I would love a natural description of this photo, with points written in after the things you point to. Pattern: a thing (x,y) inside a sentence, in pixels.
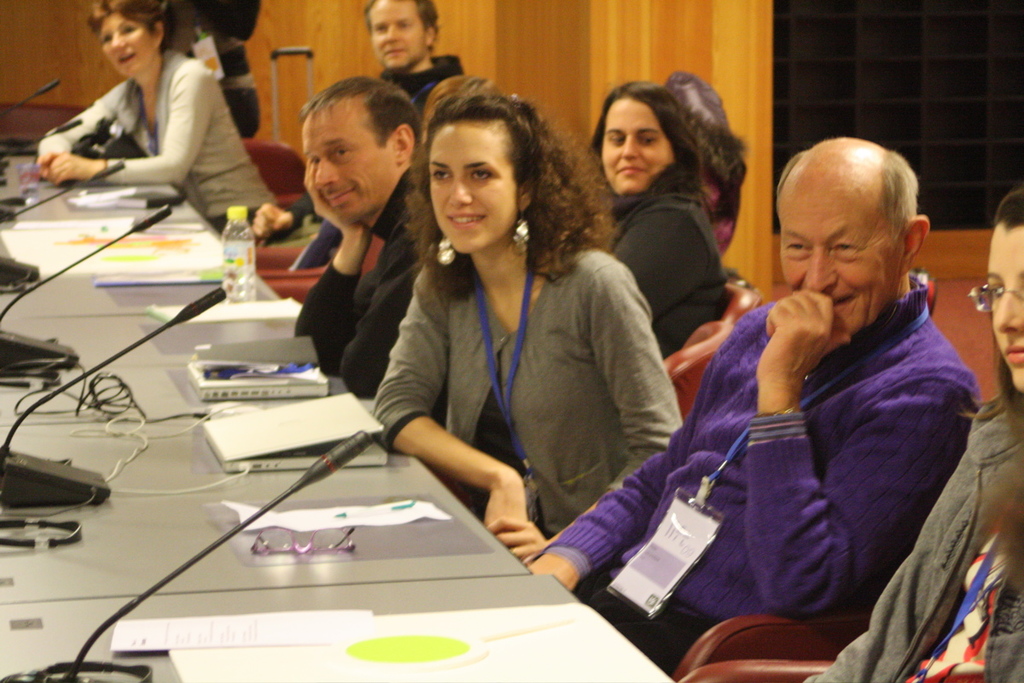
There is a table (166,351) and a group of people (389,302) were sitting in front of a table (172,408), on the table (148,568) there are papers (317,517), spectacles (281,533), mics (176,571), a bottle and few other things (192,364). In the background (571,10) there is a wooden wall (704,32) and there is a luggage (278,73) kept in front of the wooden wall (355,21).
